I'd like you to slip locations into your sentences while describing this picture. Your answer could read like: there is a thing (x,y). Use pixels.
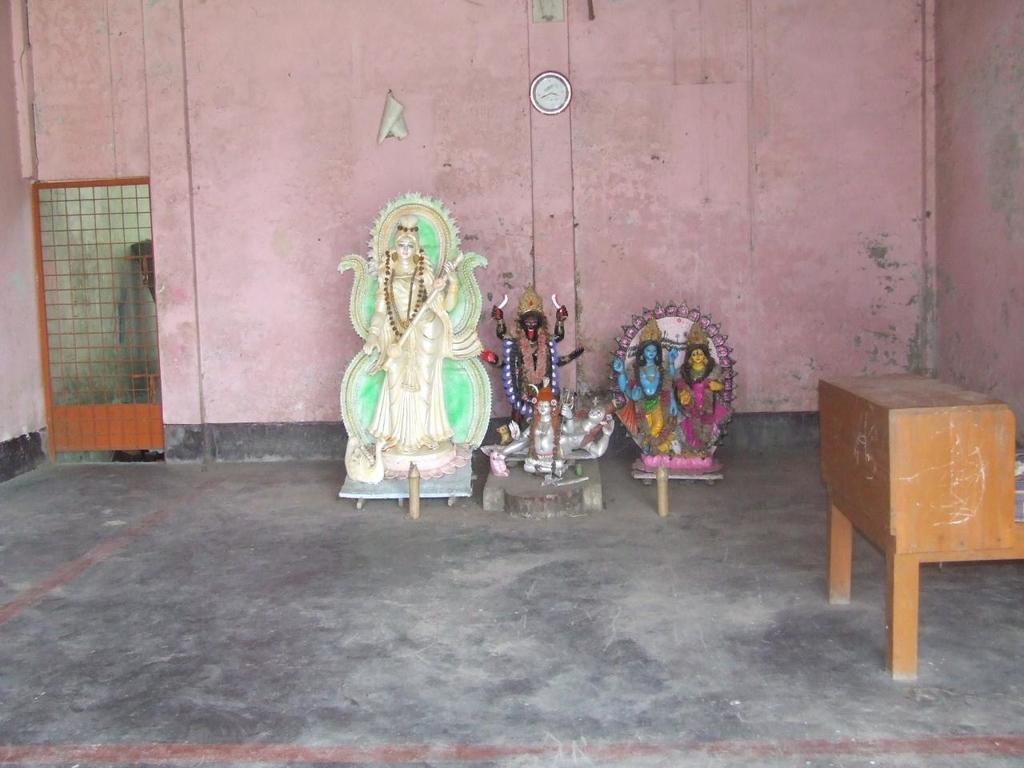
In this picture we can see sculptures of gods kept in a room (794,693) which has a gate (147,219) and a table (837,505). We can see a wall clock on a pink colored wall (391,163).
